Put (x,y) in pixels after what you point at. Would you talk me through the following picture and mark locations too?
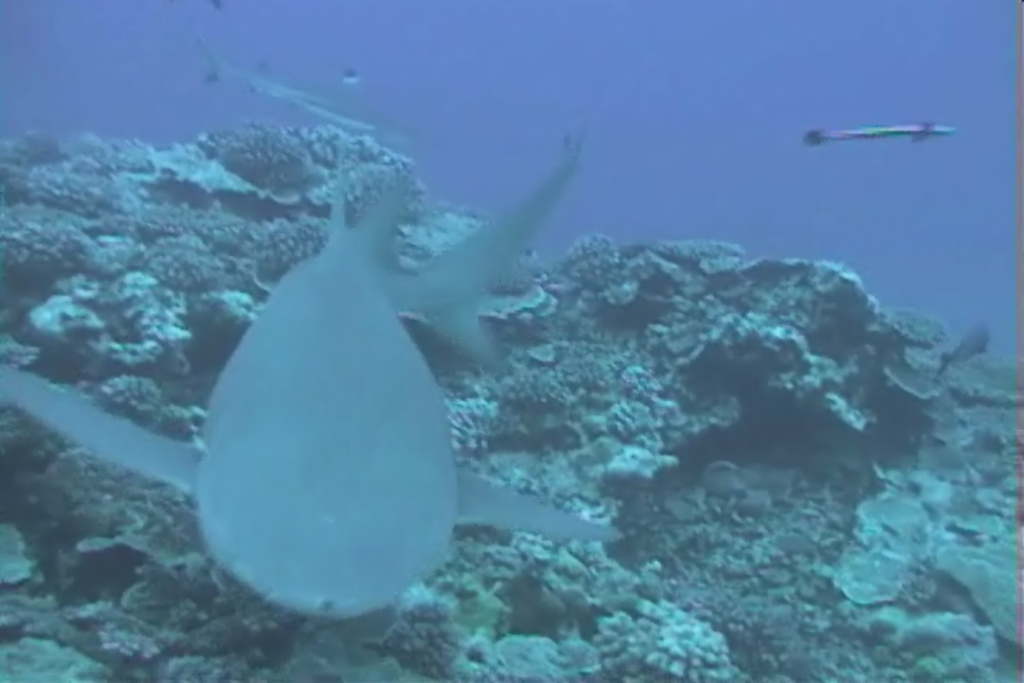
In this image I can see an aquatic animal (403,390). To the side I can see the rocks (43,322). These are in the water (433,135). I can see the water (723,123) in blue color.
